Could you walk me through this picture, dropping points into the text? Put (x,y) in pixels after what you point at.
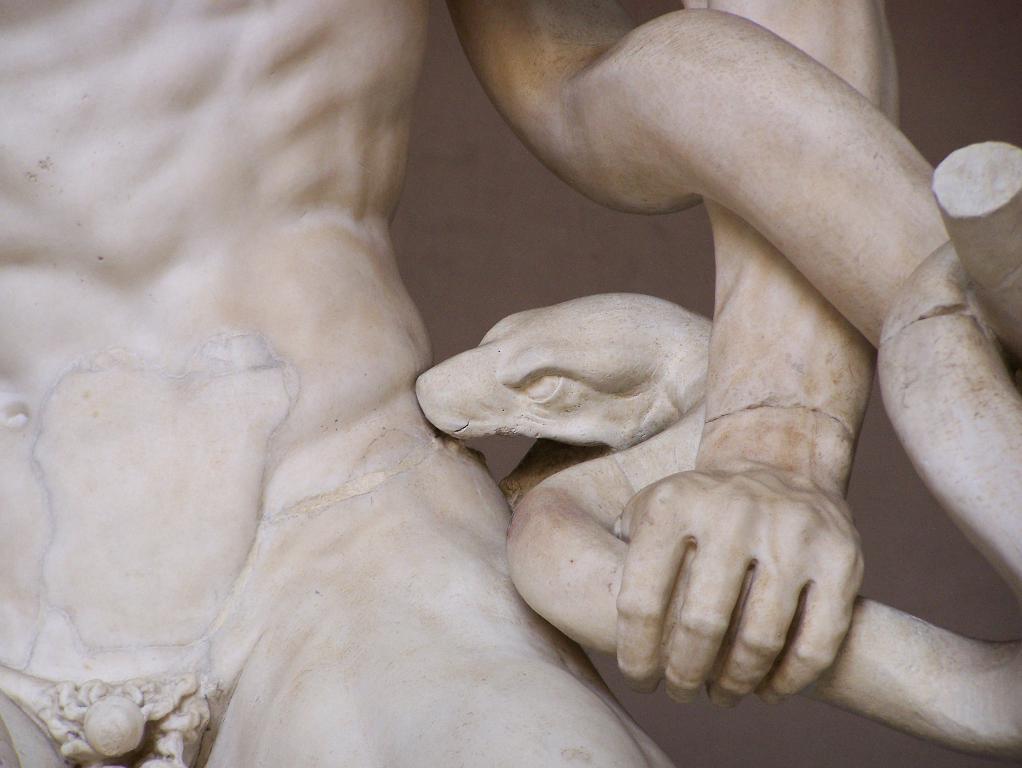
In this picture we can see a statue (221,751).
